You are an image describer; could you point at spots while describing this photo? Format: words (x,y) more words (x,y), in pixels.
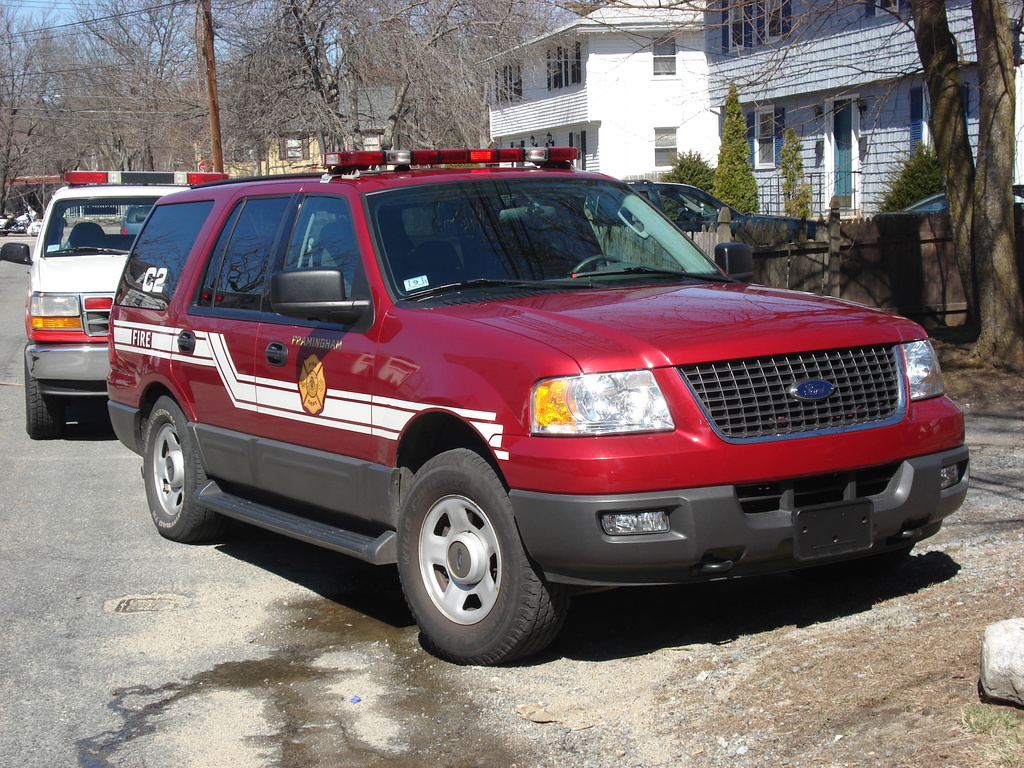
In this picture we can observe two cars (274,375) which were in red and white colors on the road (219,677). On the right side (865,256) we can observe a wooden railing (829,255) and buildings (606,90). There are trees (935,89) in this picture. We can observe a pole (208,53). In the background (88,20) there is a sky (0,7).
